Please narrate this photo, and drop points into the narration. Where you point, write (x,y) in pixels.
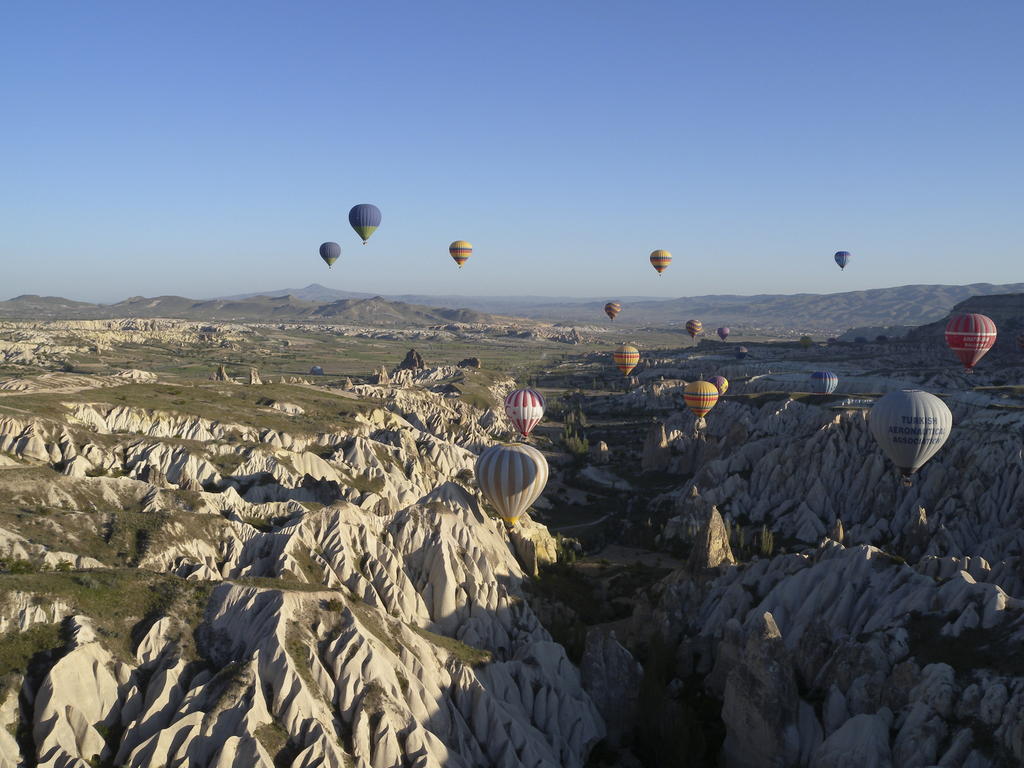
This is an outside view. At the bottom of the image (288,628) I can see few hills (851,664). There are some hot air balloons (530,458) flying in the air (615,228). At the top (262,66), I can see the sky (302,79).
